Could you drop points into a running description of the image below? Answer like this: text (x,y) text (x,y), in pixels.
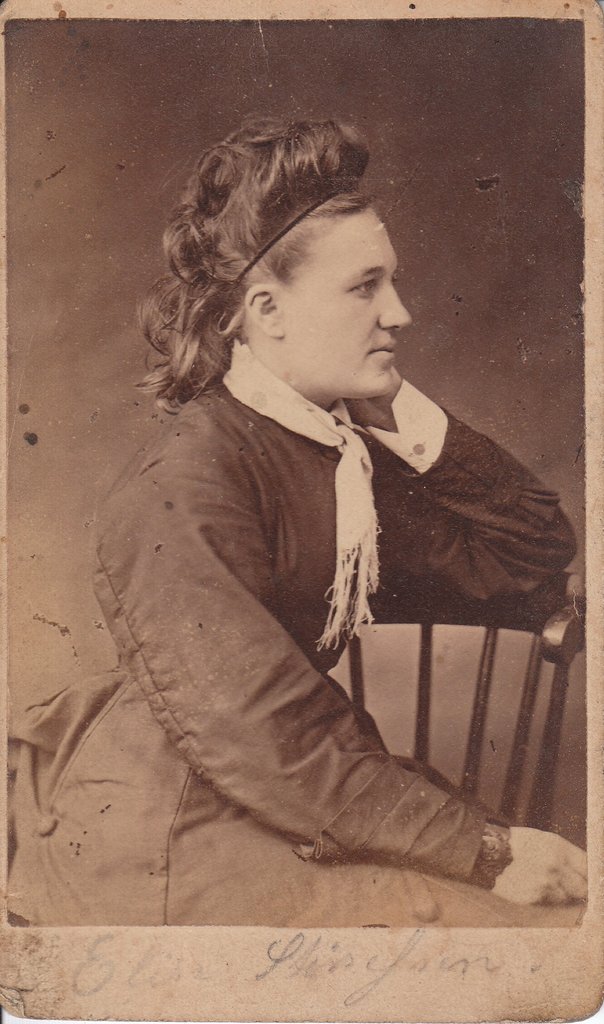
In the picture we can see an old black and white photograph of a woman (142,705) sitting on the chair (563,712) and facing to the right hand side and keeping her hand (382,407) on her neck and behind her we can see a wall (414,212).
